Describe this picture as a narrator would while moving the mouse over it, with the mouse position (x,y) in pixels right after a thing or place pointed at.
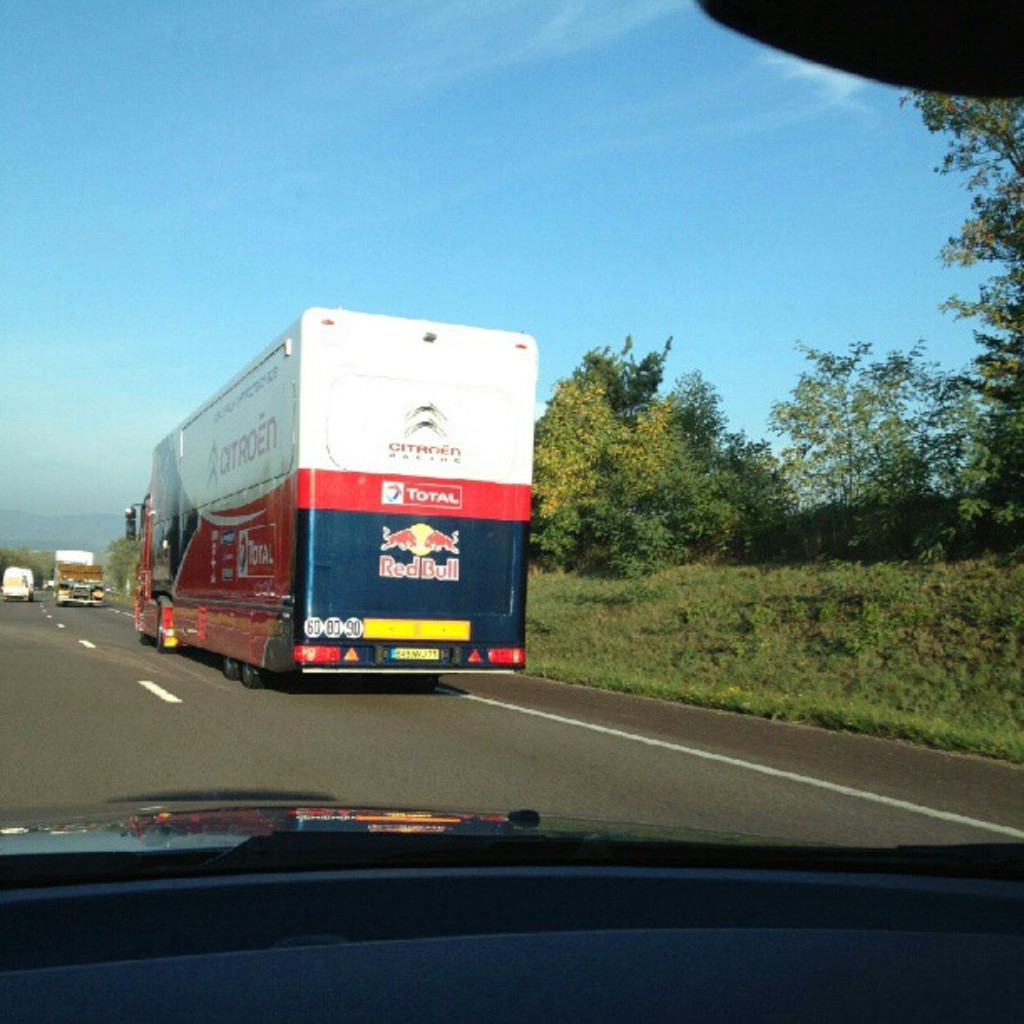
In this image, there are a few vehicles (218,612). We can see the ground (274,723). We can see some grass (773,656), plants (808,552) and trees (1008,536). We can see the sky (388,184).
